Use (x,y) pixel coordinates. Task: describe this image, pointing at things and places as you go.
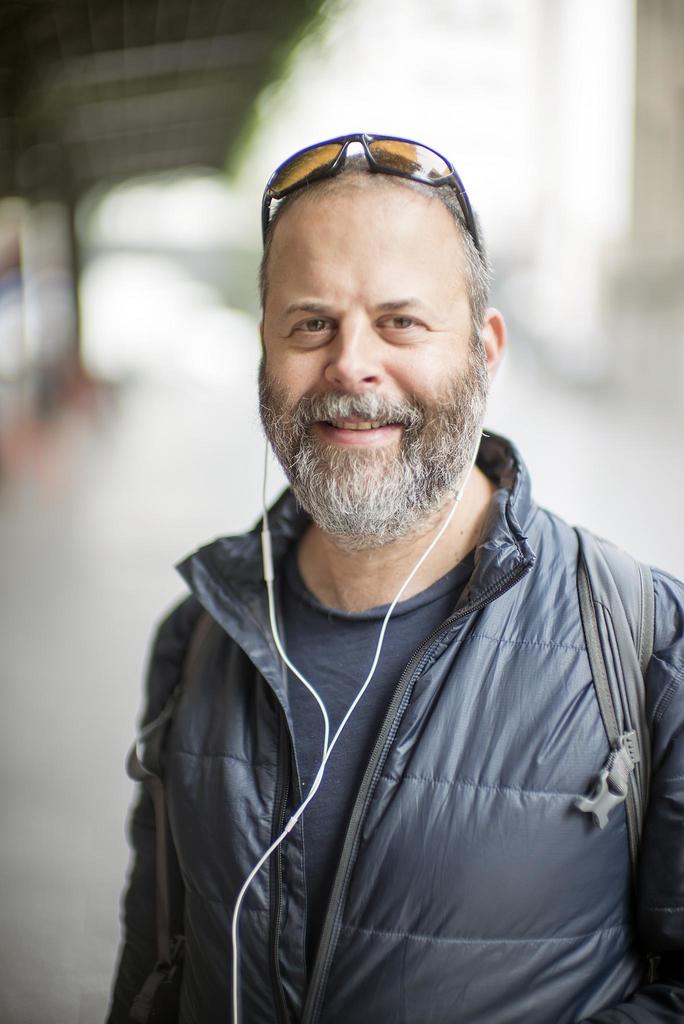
In the middle of the image (412,545), there is a person (384,499) in a gray color jacket (495,523), wearing a headset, smiling and standing. And the background (28,292) is blurred.
